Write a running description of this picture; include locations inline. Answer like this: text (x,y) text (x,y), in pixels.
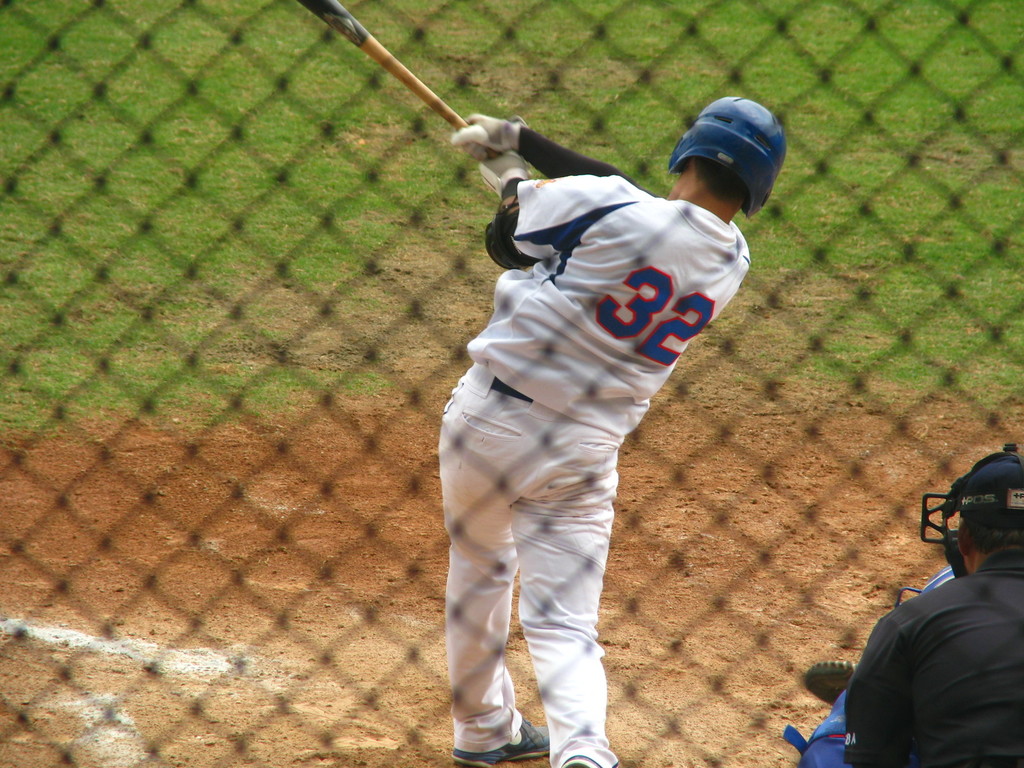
In this image in the center (567,429) there is one person (567,429) who is standing and he is holding the bat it seems that he is playing, and in the foreground (535,63) there is net (723,525). And at the bottom (710,553) there is sand (294,484) and grass (356,354) and also there are two persons (893,703).
